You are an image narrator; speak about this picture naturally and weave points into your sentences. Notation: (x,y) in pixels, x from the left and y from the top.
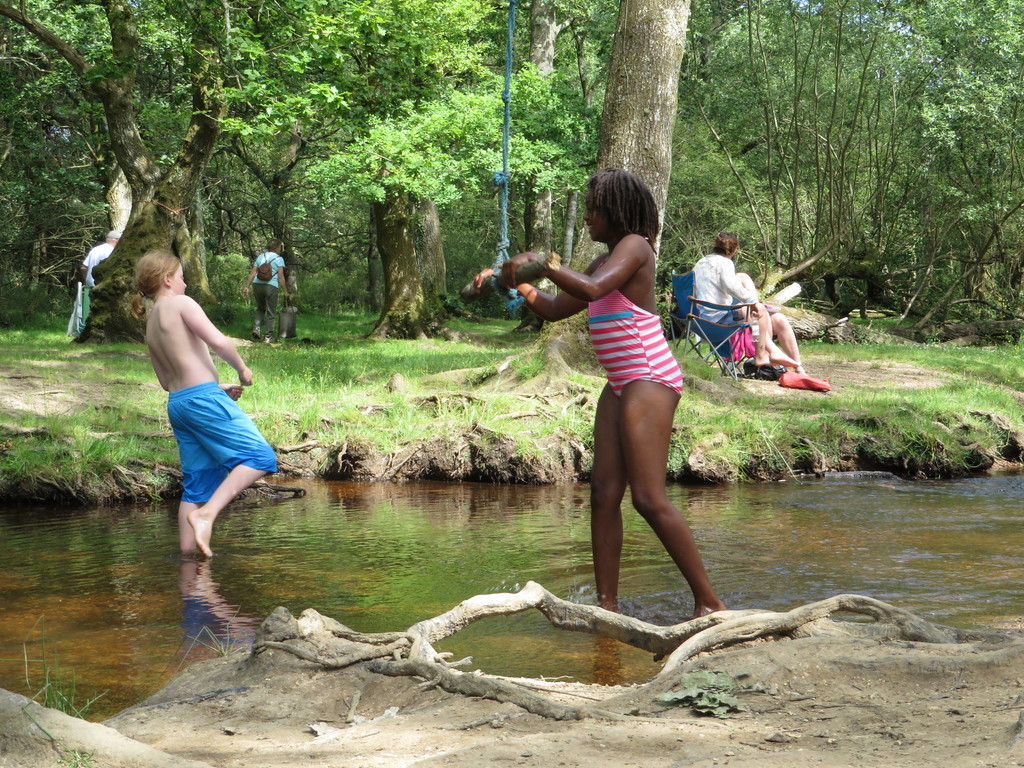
This picture might be taken in a forest (666,263). In this image, in the middle (627,441), we can see a woman (659,340) standing on the water (633,579) and holding a wood rod (552,267) which is attached with rope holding her hands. On the left side (215,519), we can also see another person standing on the water (288,577). On the left side (270,273), we can also see two people (261,297) are walking on the grass (840,437). On the right side (711,286), we can see two people (708,291) are sitting on the chair (703,303). In the background (264,225), we can see some trees (394,97), clothes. At the bottom (674,584), we can see a grass (394,404), water (833,590) in a lake (833,590) and land (524,714) with some stones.
